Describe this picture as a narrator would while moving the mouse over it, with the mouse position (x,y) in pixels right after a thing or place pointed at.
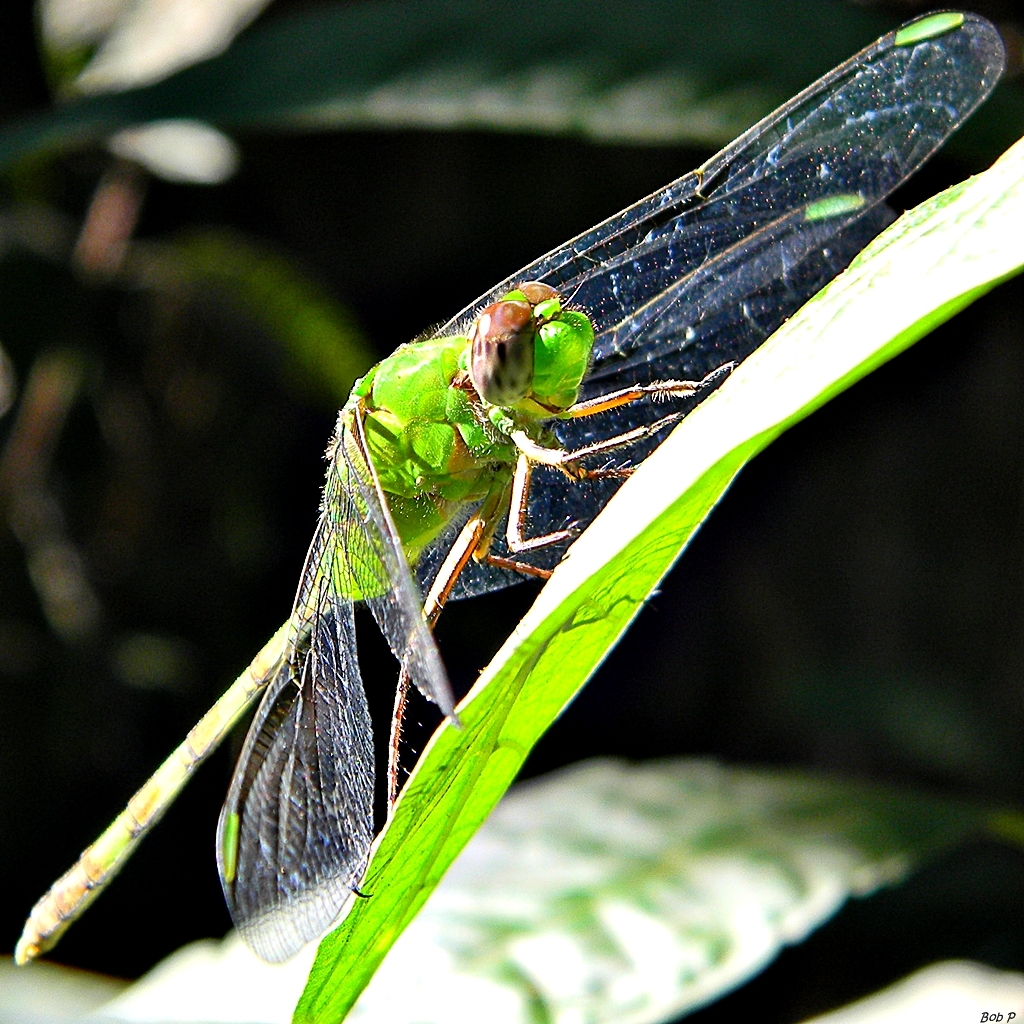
In this image, we can see a dragonfly (352,603) is on the leaf (574,624). Background (82,603) there is a blur view. We can see few leaves (792,869). Right side (1006,1023) bottom, we can see watermark (997,1014) in the image.
